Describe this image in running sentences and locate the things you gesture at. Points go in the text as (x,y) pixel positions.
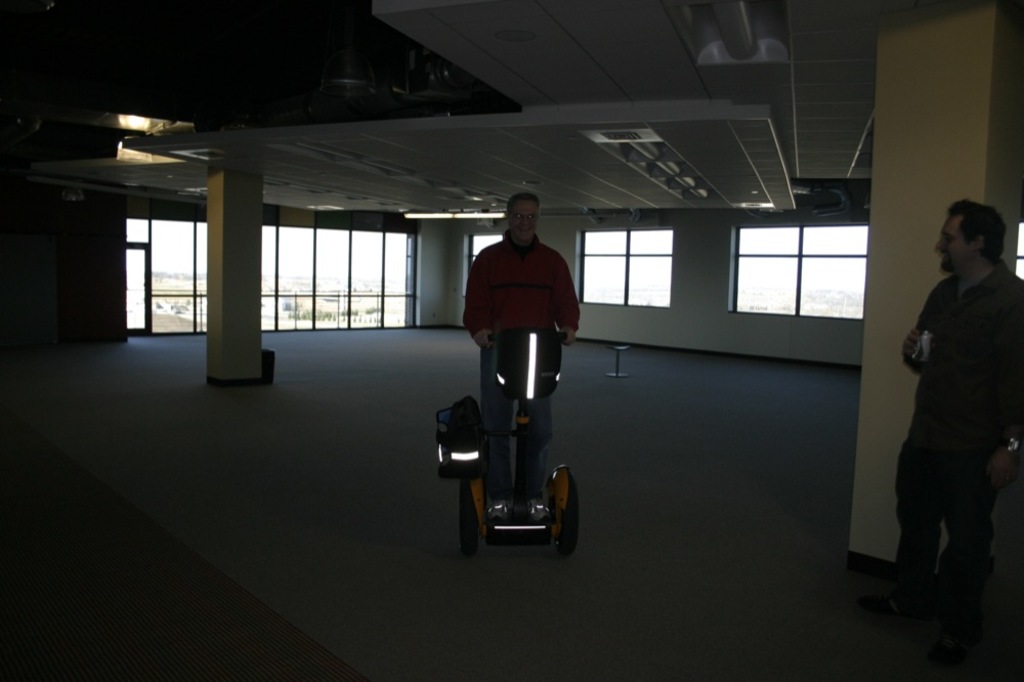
This picture shows the inner view of a building (168,356) with glass windows (193,294), two objects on the floor (242,499), two pillars (230,356), one object (135,616) looks like a carpet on the floor (604,392) on the bottom left side of the image (138,629), few lights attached to the ceiling (496,206), some objects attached to the ceiling (481,201), one man (959,380) standing and holding an object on the right side of the image (956,315). One man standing and riding the Segway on the floor (584,385). Through the glass windows (862,230) we can see the buildings (291,305), some trees (323,317) and at the top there is the sky (265,250).
